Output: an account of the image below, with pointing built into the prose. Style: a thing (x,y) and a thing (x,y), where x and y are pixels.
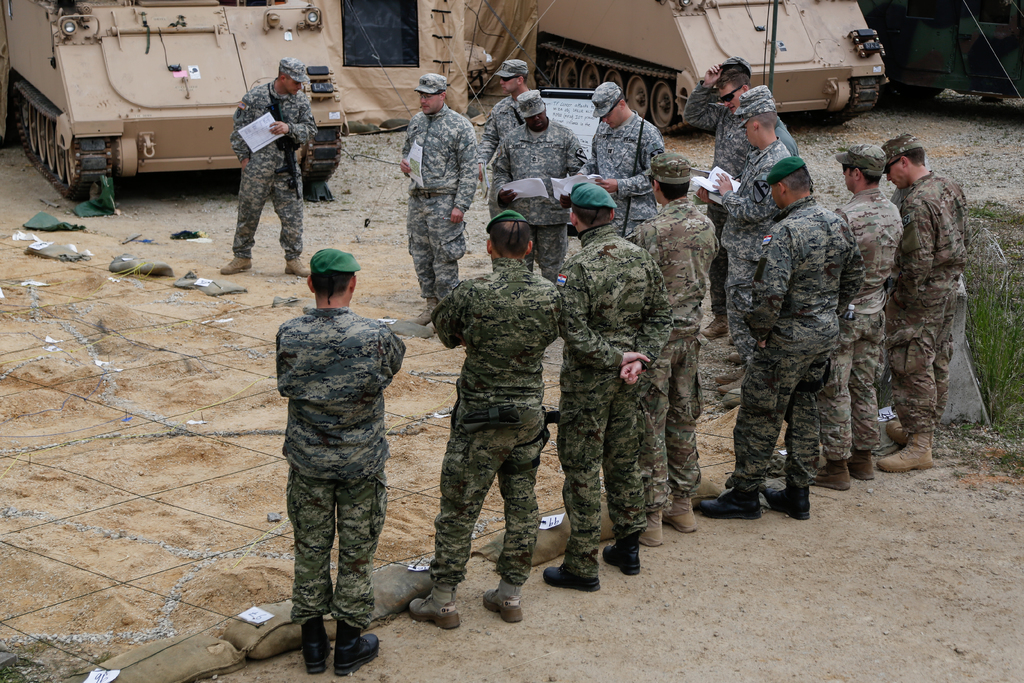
In this image I see number of men (568,168) who are wearing army uniforms (542,344) and I see the ground (415,424) and I see tanks (643,95) over here and I see the plants (979,338) over here.
